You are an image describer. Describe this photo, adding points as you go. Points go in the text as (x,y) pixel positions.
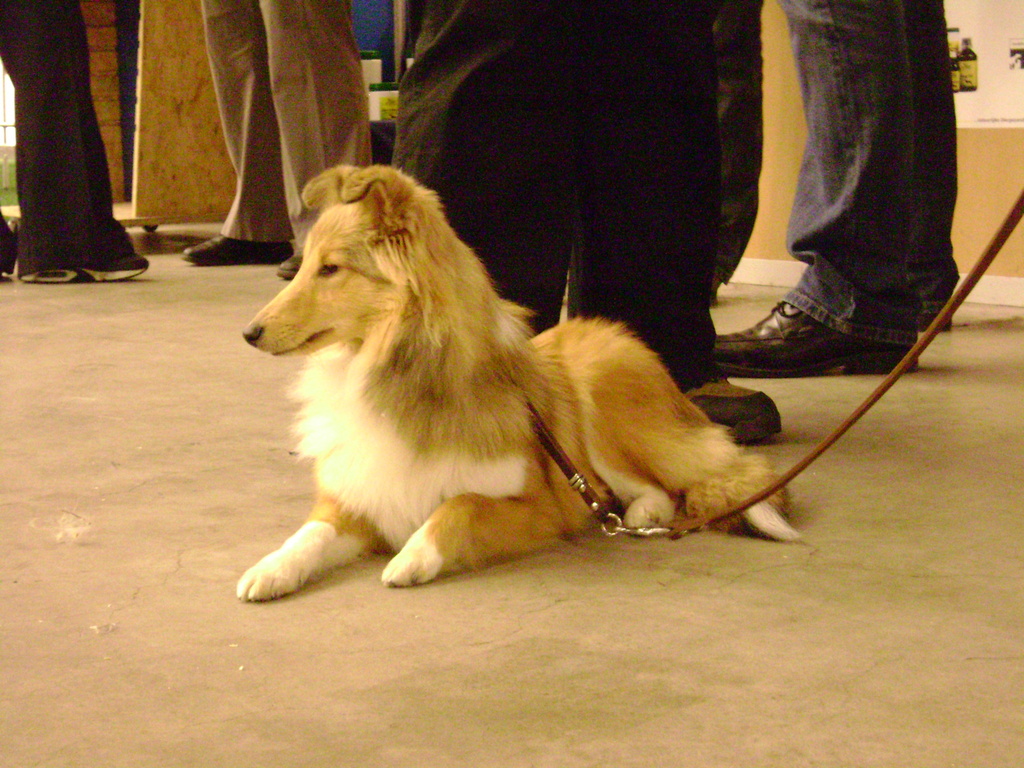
In this image, we can see a dog (512,473) is sitting on the floor (582,655). Here we can see a belt (561,466). Top of the image (547,189), we can see few human legs (530,219) with foot wears (819,364), wall (985,150), poster (971,108), few containers (378,94).
